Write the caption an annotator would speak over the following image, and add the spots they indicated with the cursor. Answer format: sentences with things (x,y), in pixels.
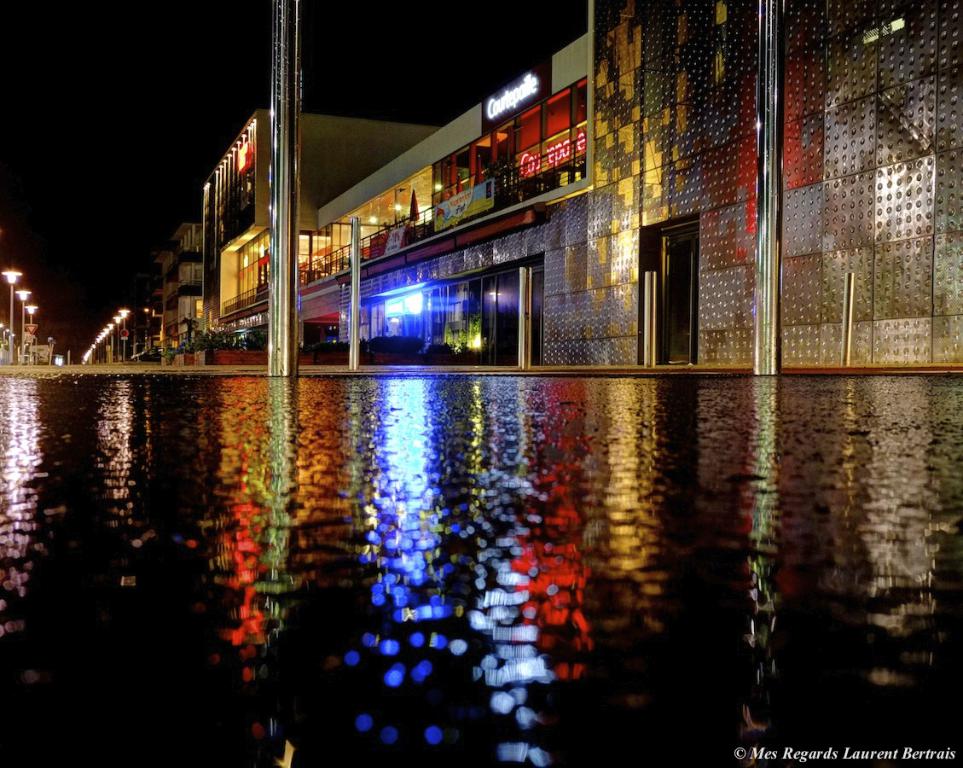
In this picture I can see there is a pool (405,550), there are few buildings (427,277) at right (679,225) and there are a few poles (25,293) with lights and the sky (82,127) is clear.
